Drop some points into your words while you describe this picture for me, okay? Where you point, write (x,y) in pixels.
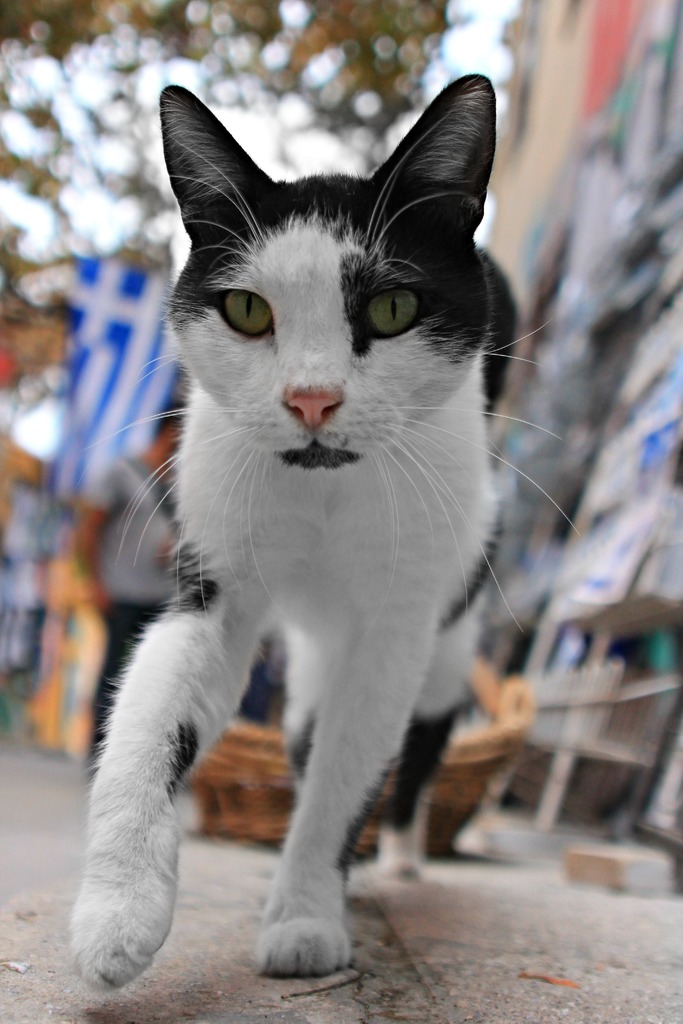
In the center of the image (406,455) there is a cat (385,219). In the background of the image (27,59) there are buildings (585,11), trees (392,8). There is a flag (117,448). At the bottom of the image (485,971) there is floor (454,985).
